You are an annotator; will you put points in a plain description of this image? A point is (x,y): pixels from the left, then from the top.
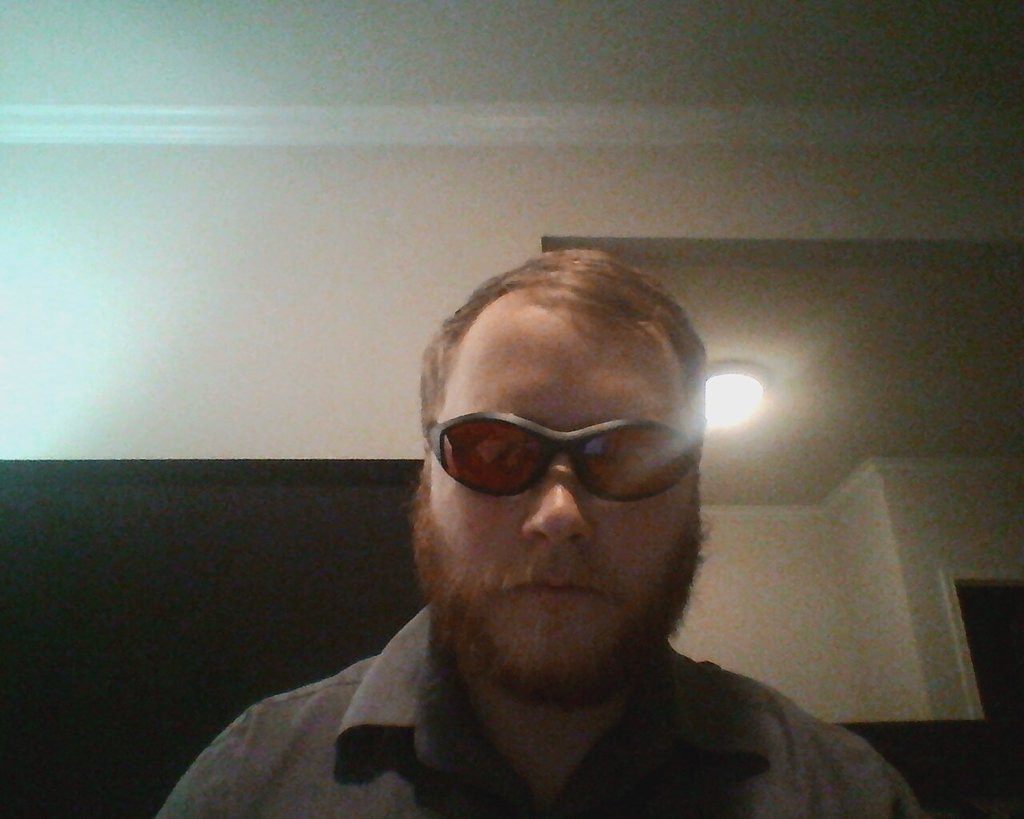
In this image we can see a man (652,514) and the man (641,551) is wearing goggles (503,437). Behind the man (466,540) we can see a wall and a light (725,420). In the bottom left (58,610), we can see a black object (106,590).
